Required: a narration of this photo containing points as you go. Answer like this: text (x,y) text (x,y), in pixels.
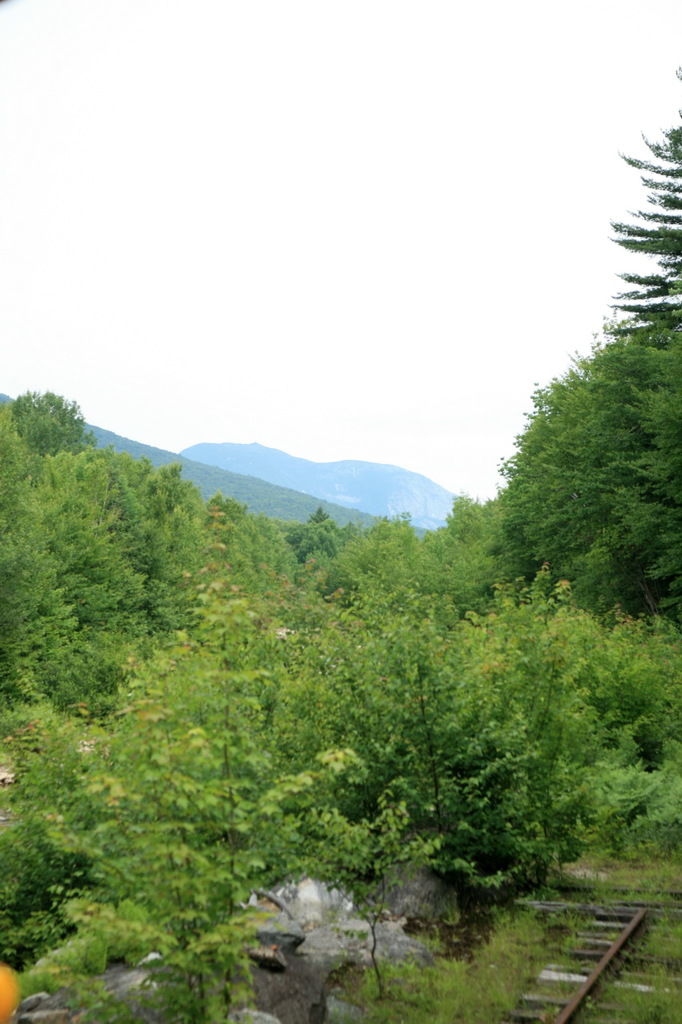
In front of the image there are trees (320,738), rocks (382,957) and there is some metal object (597,971). In the background of the image (188,452) there are mountains (338,494). At the top of the image (346,212) there is sky (340,226).
